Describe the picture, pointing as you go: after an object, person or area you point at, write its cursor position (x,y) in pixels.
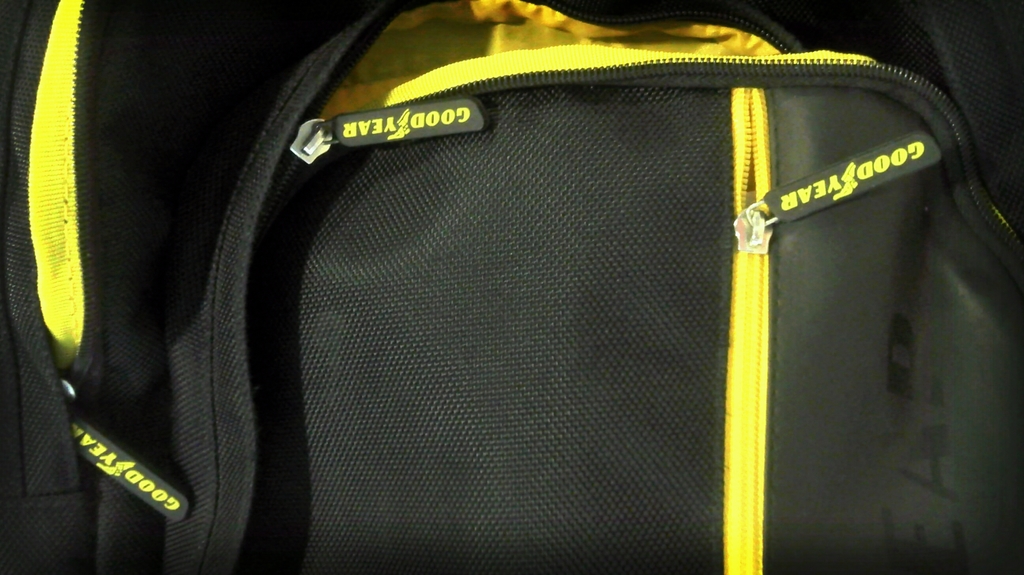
In the picture there is a black and yellow color bag (267,243), it looks like a college bag (395,351) on the zip (401,126) it is written as "Good Year" it might be the brand name.
